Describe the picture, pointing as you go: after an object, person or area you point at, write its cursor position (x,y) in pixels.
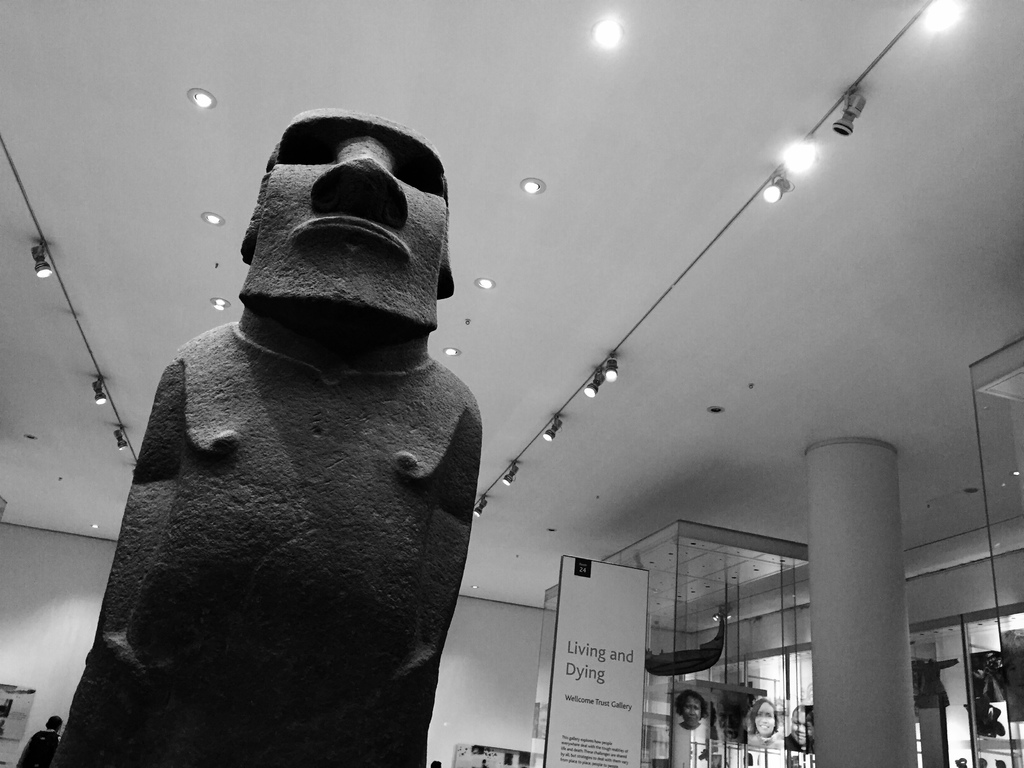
In the picture we can see a stone sculpture (365,565) and on the floor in the background (646,633), we can see some pillars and near to it, we can see a glass cabin (663,635) and some hoarding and to the ceiling (706,435) we can see the lights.
